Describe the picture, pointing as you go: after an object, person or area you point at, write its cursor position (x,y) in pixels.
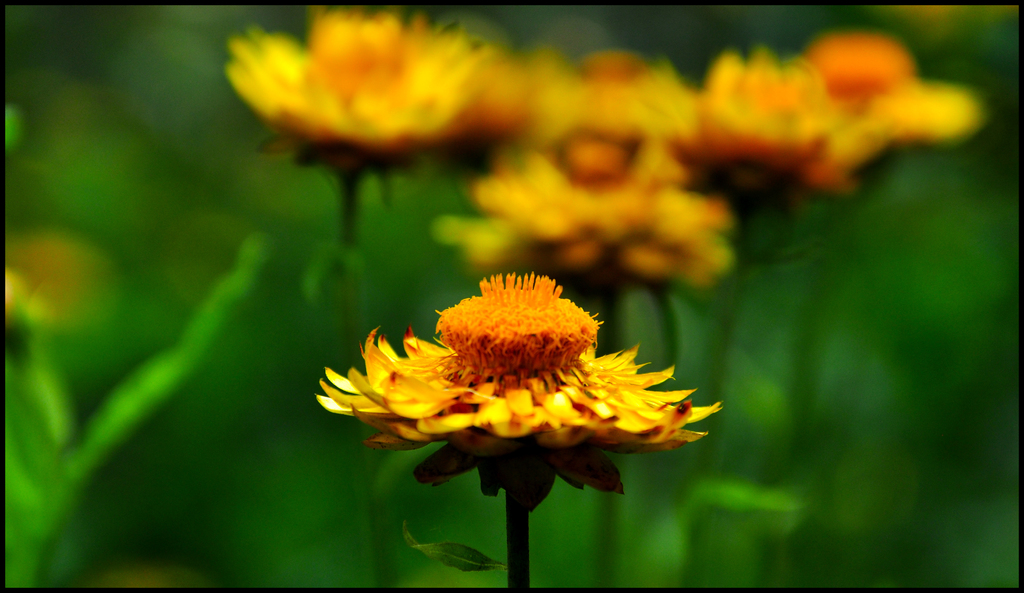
In this image we can see many plants (812,322). There are flowers (536,367) to the plants (525,261).
